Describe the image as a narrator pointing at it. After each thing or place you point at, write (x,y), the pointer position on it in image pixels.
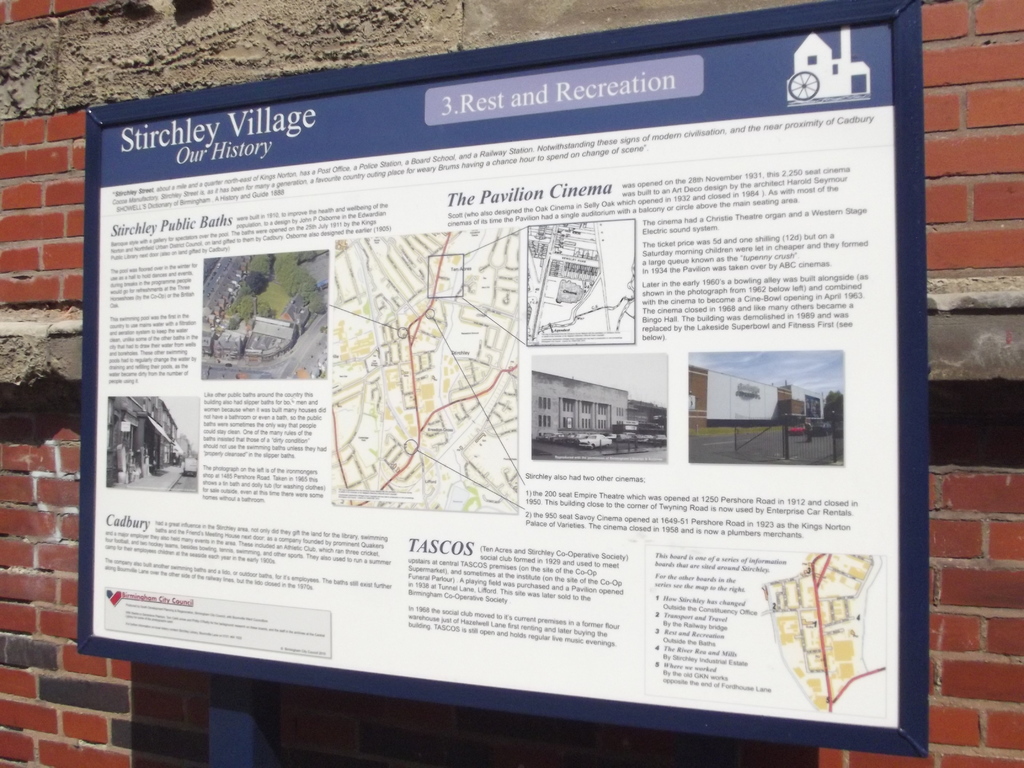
This is a board (364,169) on which the stirchley village history (173,135) is written, these are the buildings (567,386) this is a map (404,337).
